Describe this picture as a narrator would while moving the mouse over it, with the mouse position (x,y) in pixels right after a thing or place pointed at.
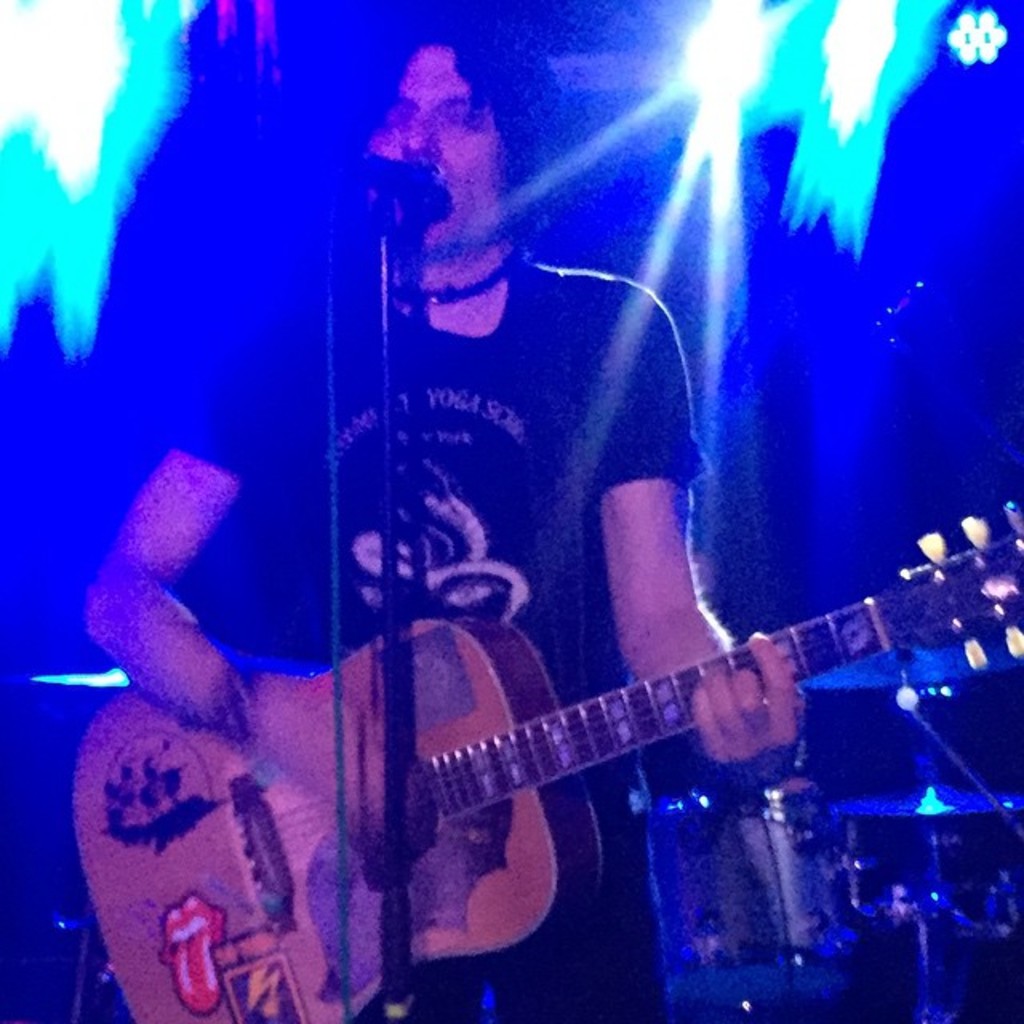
It is a music concert, a person (514,424) is holding guitar (467,771) and playing the song and he is also singing there is a mike (392,221) in front of him in the background (712,109) there are lights (811,140) and drums (937,882).
